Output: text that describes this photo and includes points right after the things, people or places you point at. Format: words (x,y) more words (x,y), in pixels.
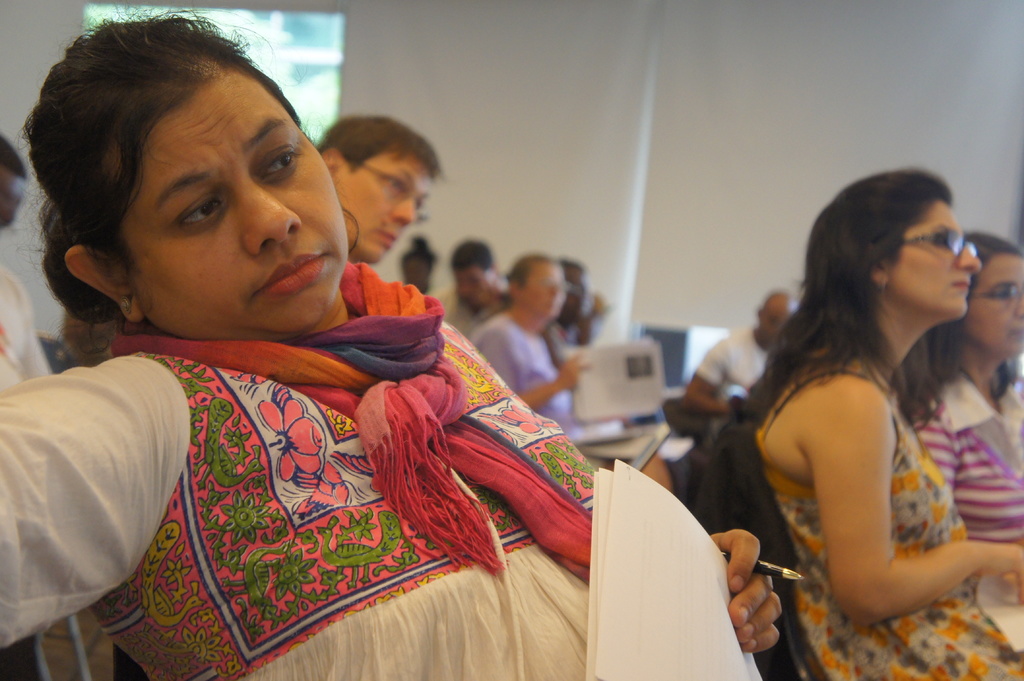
In this image there are people (349,310) sitting on the chairs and they are holding the papers (588,663), pens (762,567). In the background of the image (725,122) there is a wall (709,132). There is a glass window (299,93).
